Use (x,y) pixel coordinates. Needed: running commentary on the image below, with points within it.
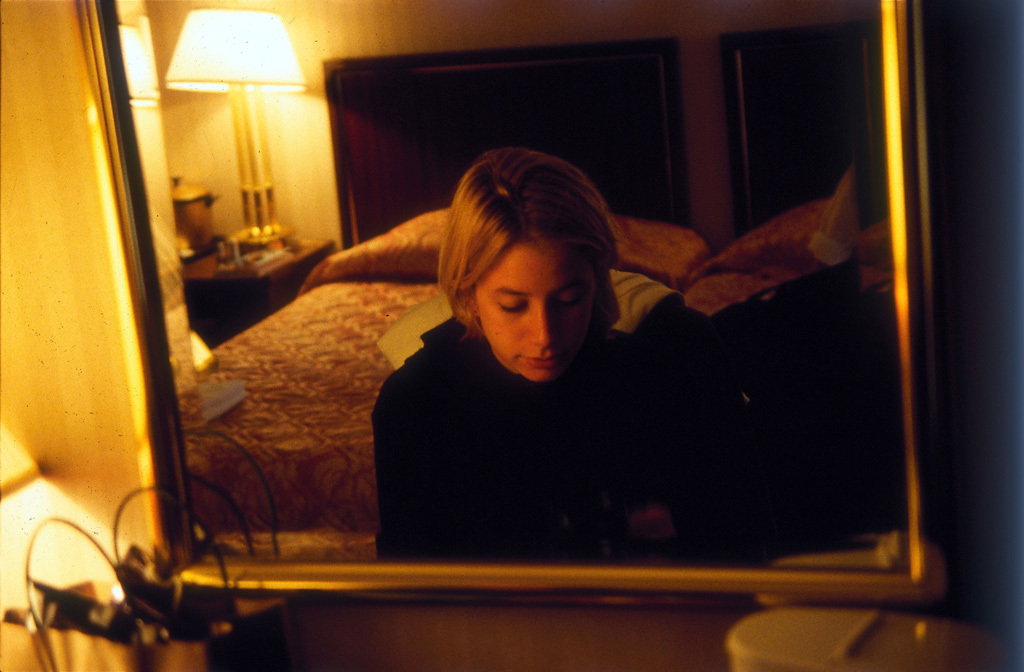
In this image I can see the desk (488,659) and on the desk (508,663) I can see a mirror (572,379). In the mirror (617,310) I can see the reflection (531,322) of a person (403,413), a bed (368,388), a lamp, the wall (421,10) and few other objects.
